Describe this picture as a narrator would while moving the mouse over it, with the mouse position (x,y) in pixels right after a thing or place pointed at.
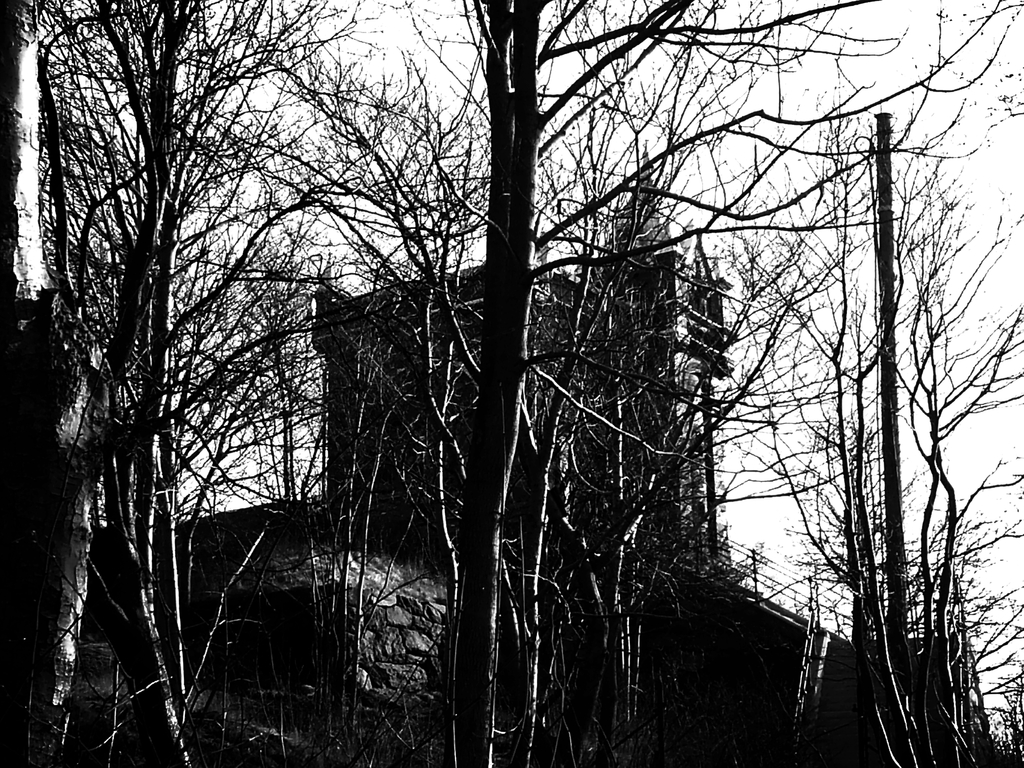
This is a black and white picture. In this image, we can see trees (983,696). In the background (429,636), we can see the wall (430,621), railing (767,589), building (610,361) and sky (406,40).
